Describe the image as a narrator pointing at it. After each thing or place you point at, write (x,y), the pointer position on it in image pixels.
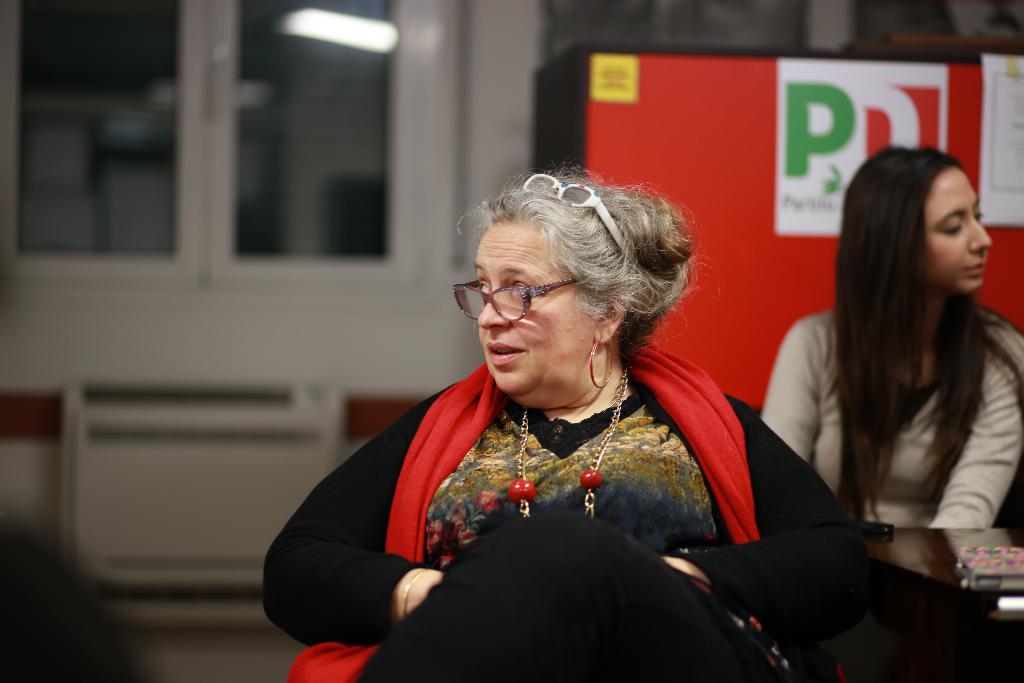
In this picture there is an old woman (656,318) who is wearing spectacle (555,186) and black dress (754,445). Beside her we can see a woman (920,402) who is wearing brown t-shirt (981,436) and she is sitting on the chair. On the table (981,544) we can see book (985,557). In the background (768,123) there is a board (663,74) near to the window (424,179). On the top (308,13) there is a light (373,26).
